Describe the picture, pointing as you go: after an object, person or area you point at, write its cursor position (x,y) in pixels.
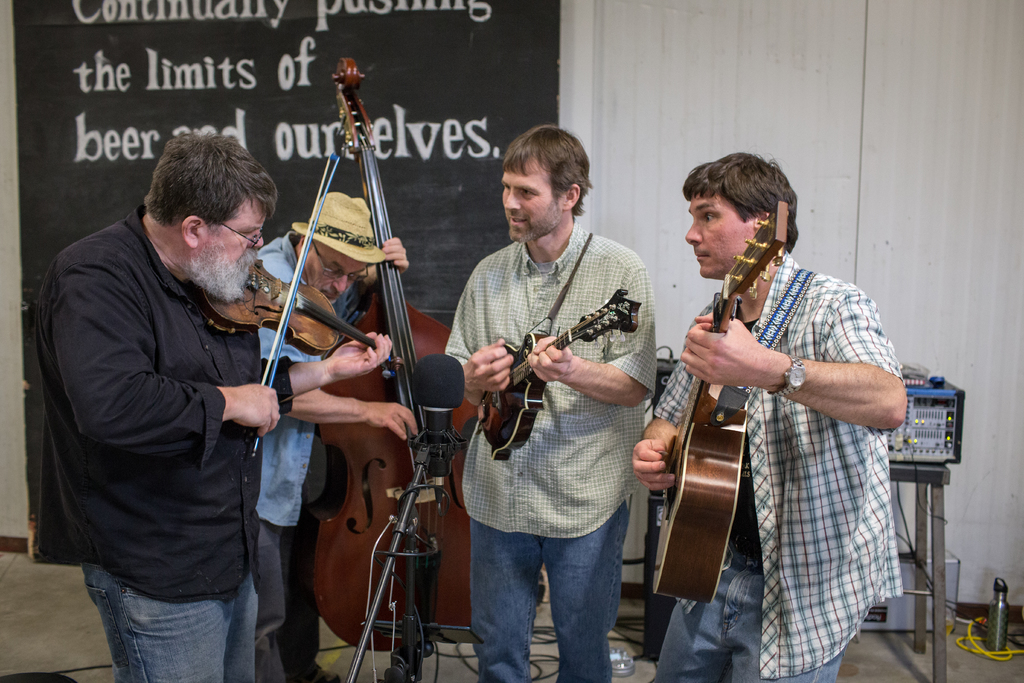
There are four persons (600,351) playing musical instruments (326,338). On the left (192,376) end one person (284,371) is playing violin (315,326). On the right (713,438) end person (791,400) is playing guitar (685,477). There is a mic (451,413) in front of them. Behind them there is a banner (454,95). And the right end person (798,386) is wearing a watch (785,389). And a person (313,444) wearing blue shirt (294,468) in the back (356,245) is wearing a hat (354,221).
